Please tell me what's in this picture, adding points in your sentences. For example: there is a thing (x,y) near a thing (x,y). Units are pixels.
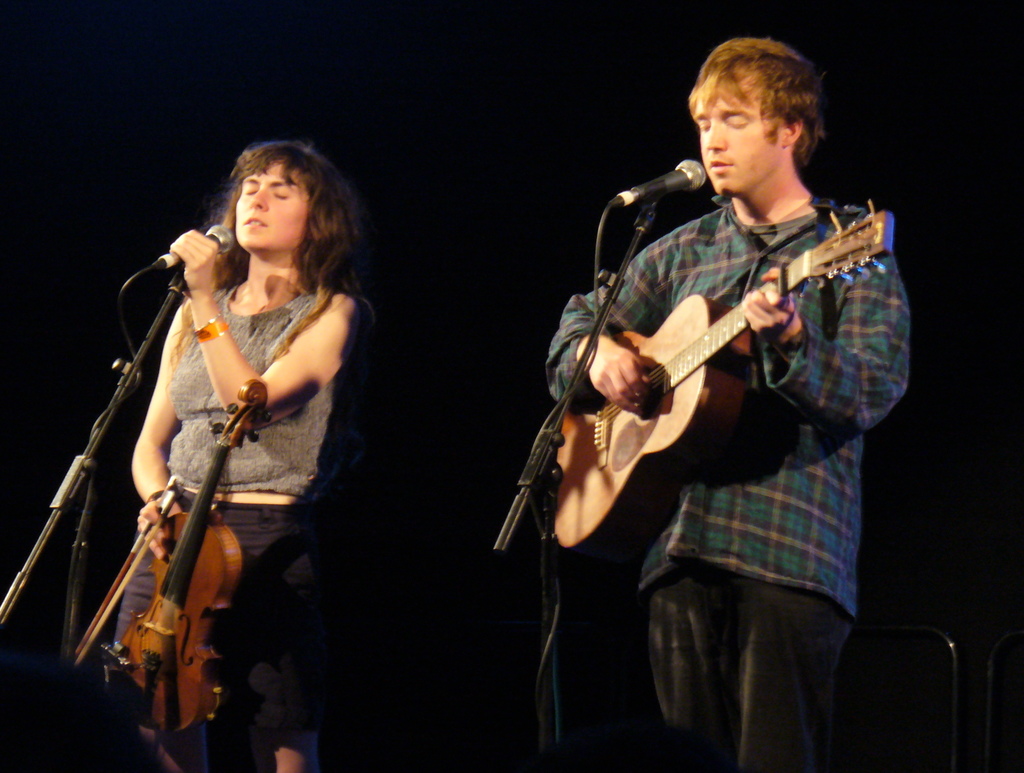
In this picture we can see a man (730,174) standing and holding a guitar (707,327) in his hands (762,304), and in front (644,193) here is the microphone (633,201) and stand (624,268), at beside a woman (308,249) is standing and holding a violin (166,582) in her hands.
